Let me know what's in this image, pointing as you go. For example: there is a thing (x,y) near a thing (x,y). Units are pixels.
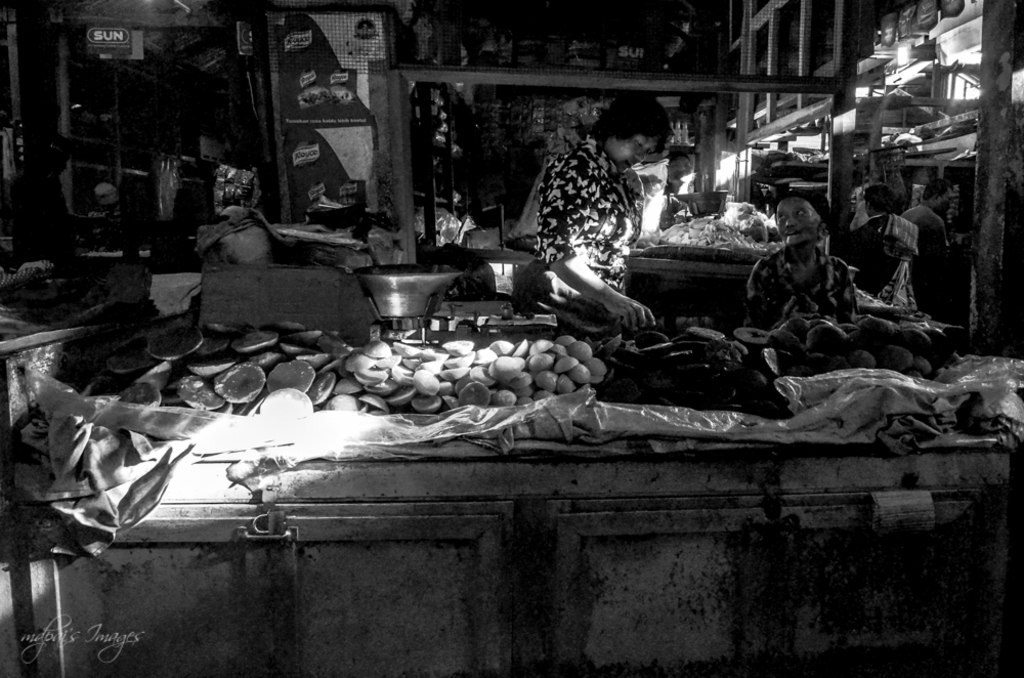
This is a black and white image. We can see the view of a vegetable market (464,577). There are a few people (808,269). We can see some tables (578,462) covered with covers (142,435) and some objects (398,402) are placed on them. There are a few weighing machines (413,296). We can see some boards (330,88) with text (99,31). We can also see some shelves (95,167) with objects (485,110). We can see some poles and a light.
